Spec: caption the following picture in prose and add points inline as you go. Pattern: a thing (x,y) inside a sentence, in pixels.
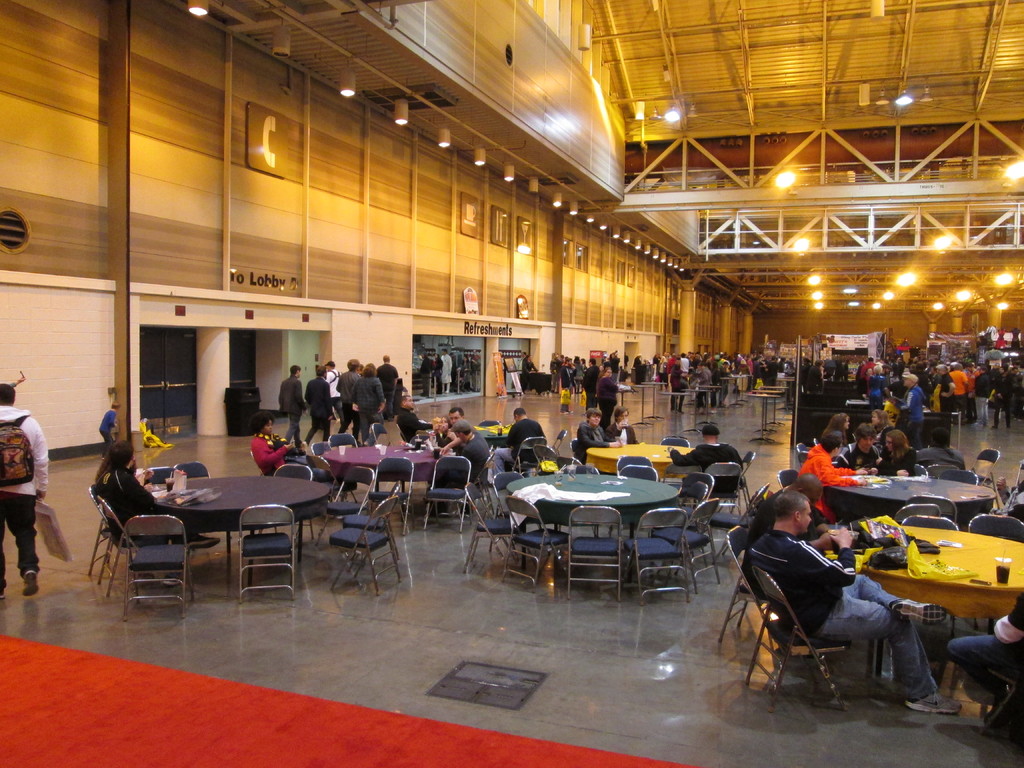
In this image, we can see persons (953,369) wearing clothes (989,380). There are some persons (903,447) sitting on chairs (190,470) in front of tables (648,495). There are some lights (802,251) on the right side of the image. There is a carpet (400,721) at the bottom of the image (443,746). There are some other lights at the top of the image (614,234).
